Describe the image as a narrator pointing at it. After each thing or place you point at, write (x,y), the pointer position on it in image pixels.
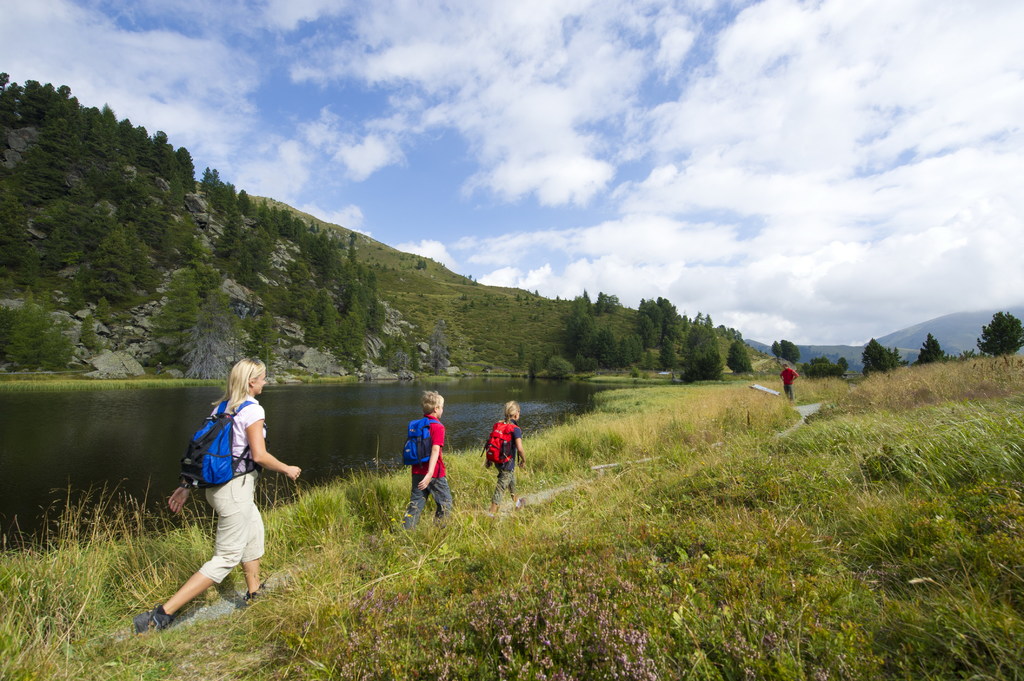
This is an outside view. Here I can see a woman (237,501) and two children (437,468) are wearing bags (233,467) and walking on the ground (424,533). Here I can see the grass (672,583) on the ground (308,607). On the left side (96,421) there is a river (102,406). On the right side (788,391) a person (791,384) is standing. In the background (440,312), I can see few hills (292,272) and trees (155,203). At the top of the image (378,159) I can see the sky (437,151) and clouds (546,94).
